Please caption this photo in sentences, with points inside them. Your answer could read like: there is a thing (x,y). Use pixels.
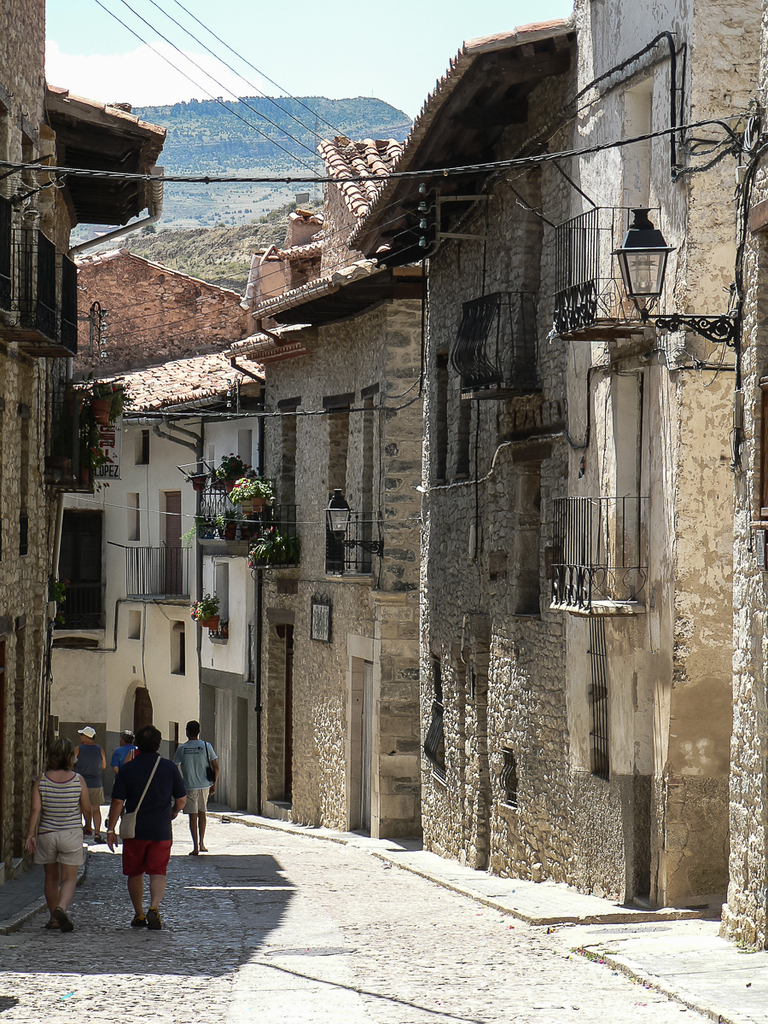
In the image I can see the view of a place where we have some buildings (241,566), plants (261,490) and also I can see some people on the road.
